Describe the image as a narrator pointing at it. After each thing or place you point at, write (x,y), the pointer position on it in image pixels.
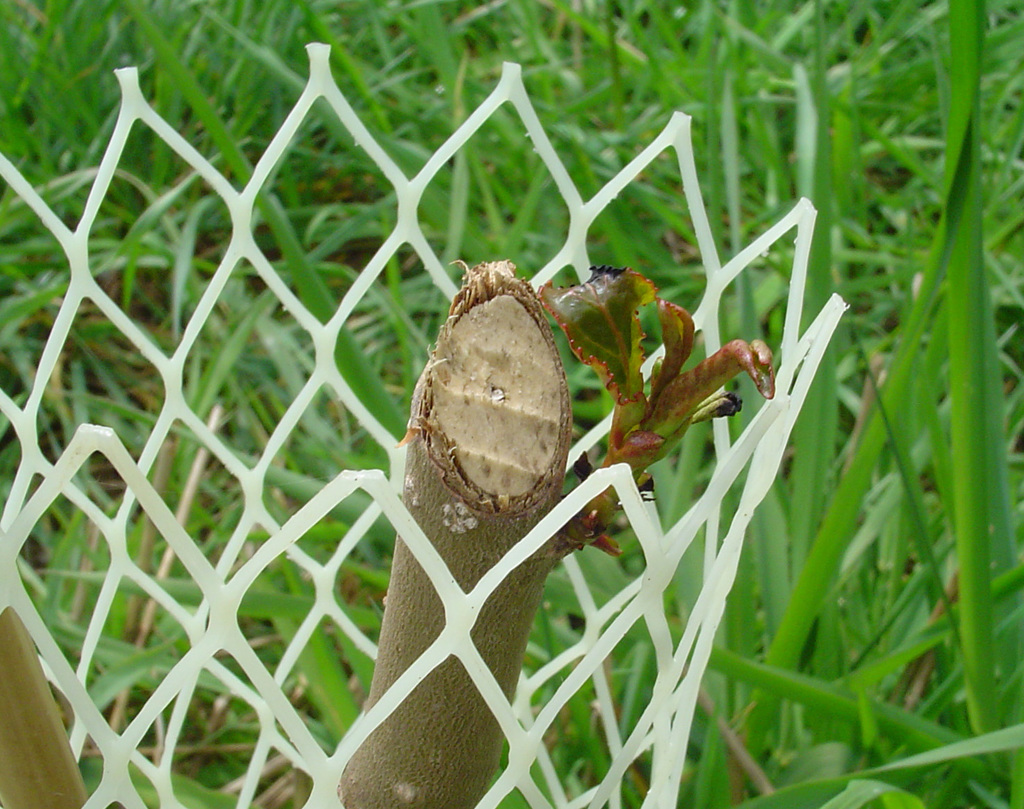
In the foreground of this image (517,477), it seems like a plant (509,448) and there is fencing (390,690) around it. In the background (705,89), there is grass (665,91).
